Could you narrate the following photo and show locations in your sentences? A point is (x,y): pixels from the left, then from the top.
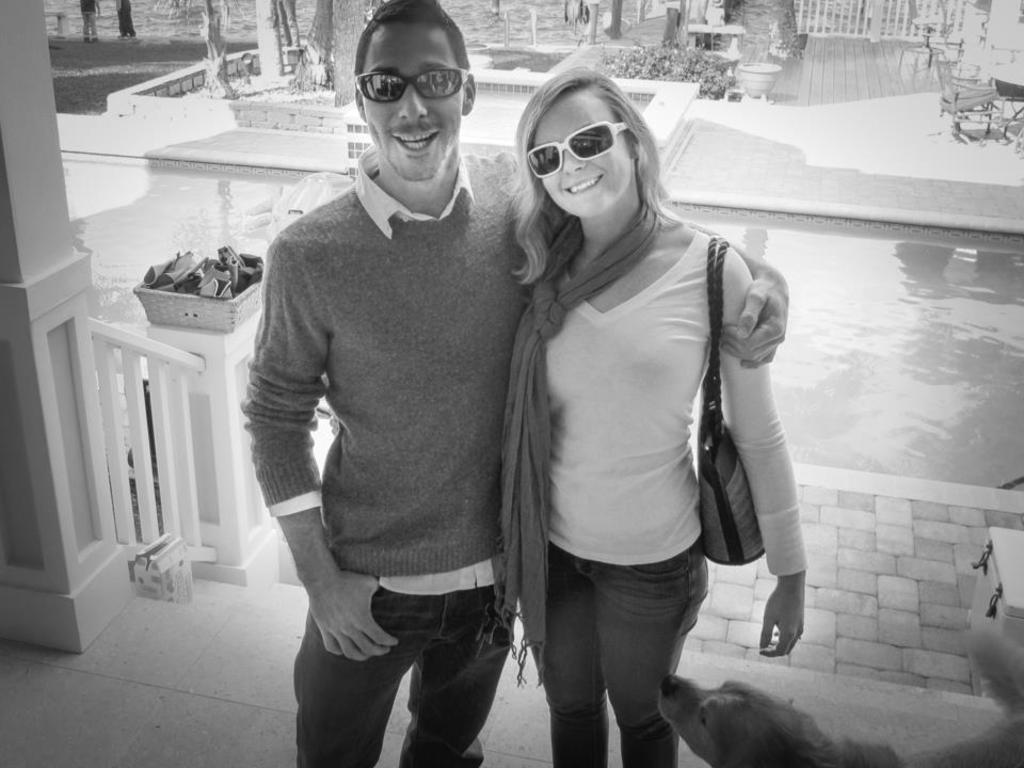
There are two persons (627,475) standing and this woman (785,534) wore bag (718,496). On the background (206,294) we can see objects (203,277) in basket (199,311) and plants (639,62). We can see dog (691,717).
